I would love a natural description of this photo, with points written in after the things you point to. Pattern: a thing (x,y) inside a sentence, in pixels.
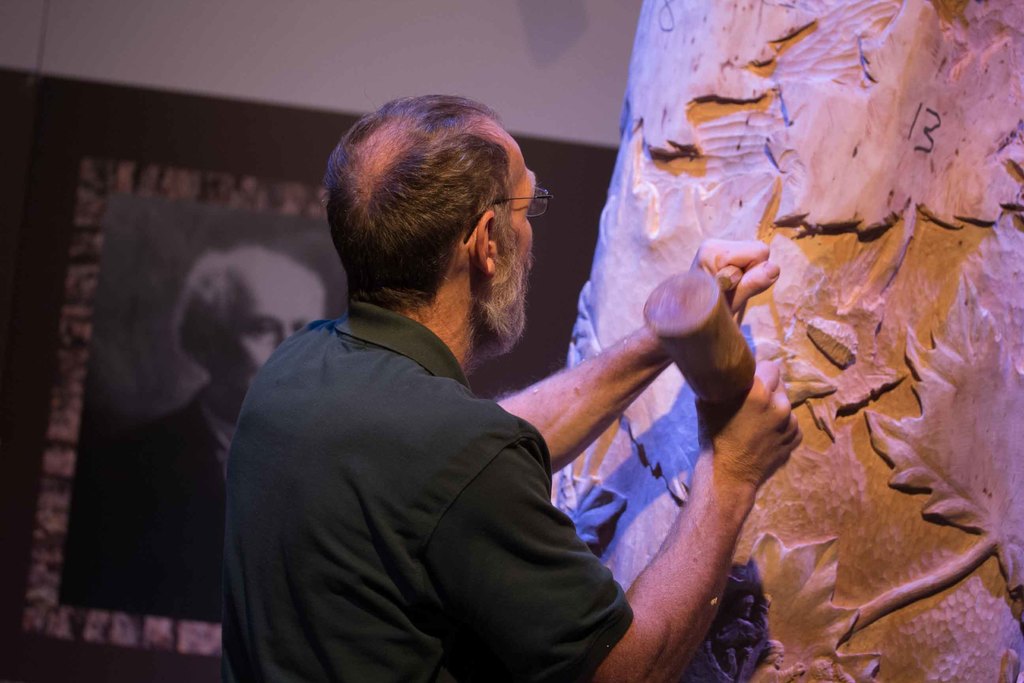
In this image there is a man (369,469) standing. He is holding a chisel (718,279) and an object (695,354) in his hand (743,261). In front of him there is a piece of wood (738,148). He is chiseling on the wood (800,229). In the background (262,133) there is a wall (212,151). There is a picture frame (181,357) on the wall (19,491).
